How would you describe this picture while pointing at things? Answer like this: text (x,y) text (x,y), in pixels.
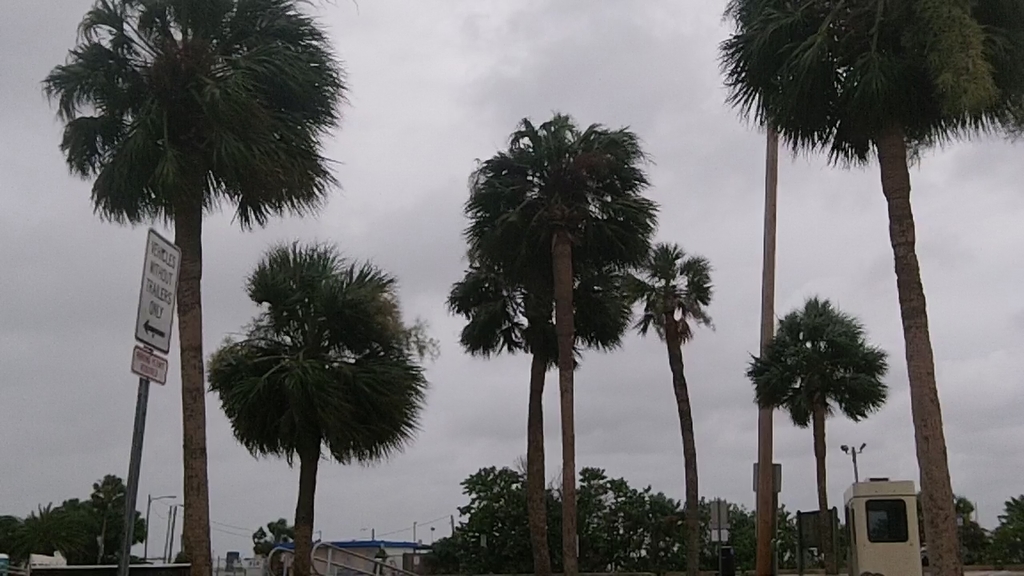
This picture was taken from the outside. In this picture at front (386,294) there are trees (371,286). At the left side of the image (163,306) there is a direction pole (136,346). On right side of the image (780,477) there are some boards (806,538). At the background (359,558) there are buildings (375,549) and at the top (438,156) there is sky (517,70).
